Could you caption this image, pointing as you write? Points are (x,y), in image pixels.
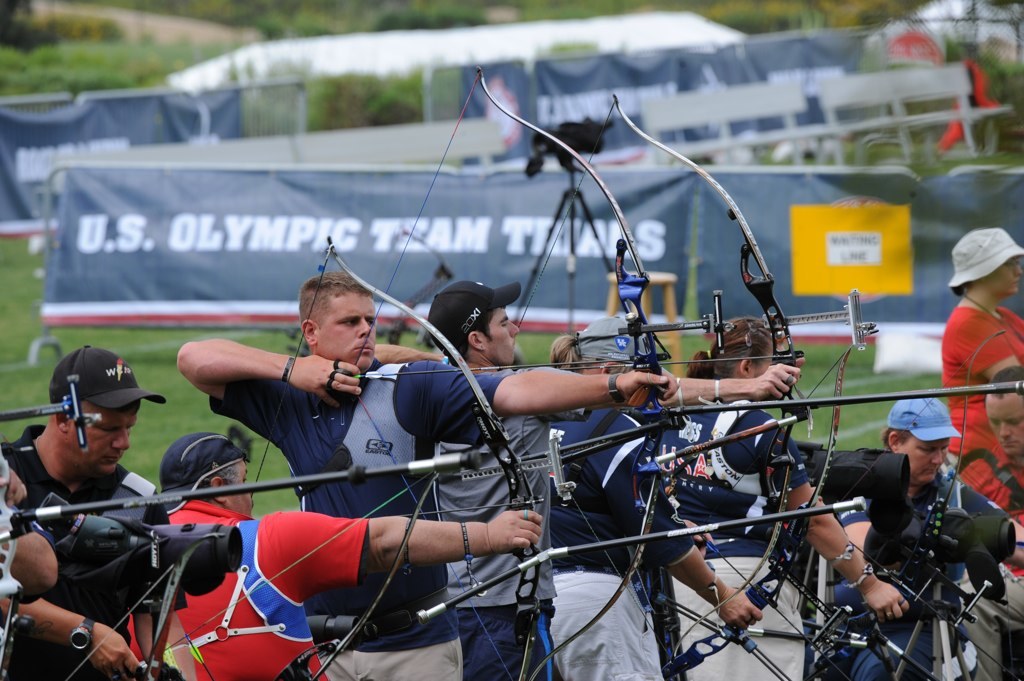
In this picture, there are people (121,442) playing archery. In the center (384,406), there is a man (318,454) wearing a blue t shirt (428,391) and holding the bow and a arrow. At the bottom right (928,669), there is a person (929,420) holding something. Towards the right (978,293), there is a woman (989,281) red clothes (954,321). In the background (433,227) there are banners (276,253) with some text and trees (138,63).
